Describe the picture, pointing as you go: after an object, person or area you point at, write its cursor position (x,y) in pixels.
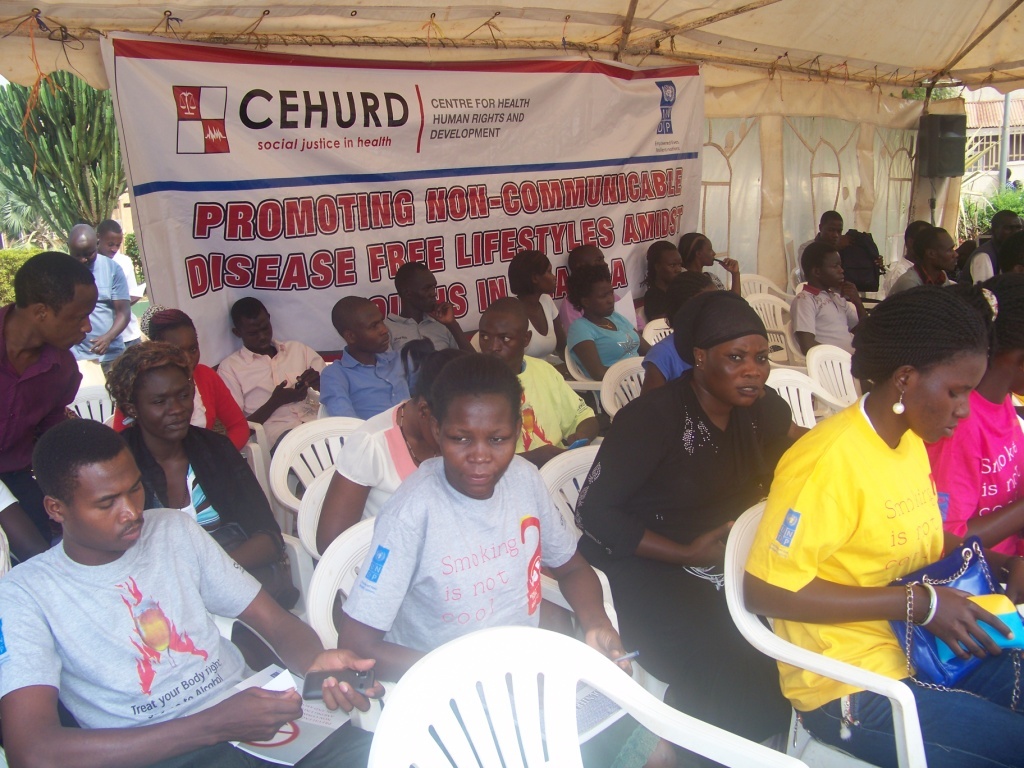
In this picture we can see some people (904,396) are sitting on chairs (371,532), a man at the left bottom (318,675) is holding a mobile phone (310,689), there is a banner (417,238) in the middle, on the right side (959,168) we can see a speaker (959,162), in the background (52,160) there are plants (42,221) and a tree (37,230), a woman (1004,629) on the right side (952,669) is holding a bag (926,636).
